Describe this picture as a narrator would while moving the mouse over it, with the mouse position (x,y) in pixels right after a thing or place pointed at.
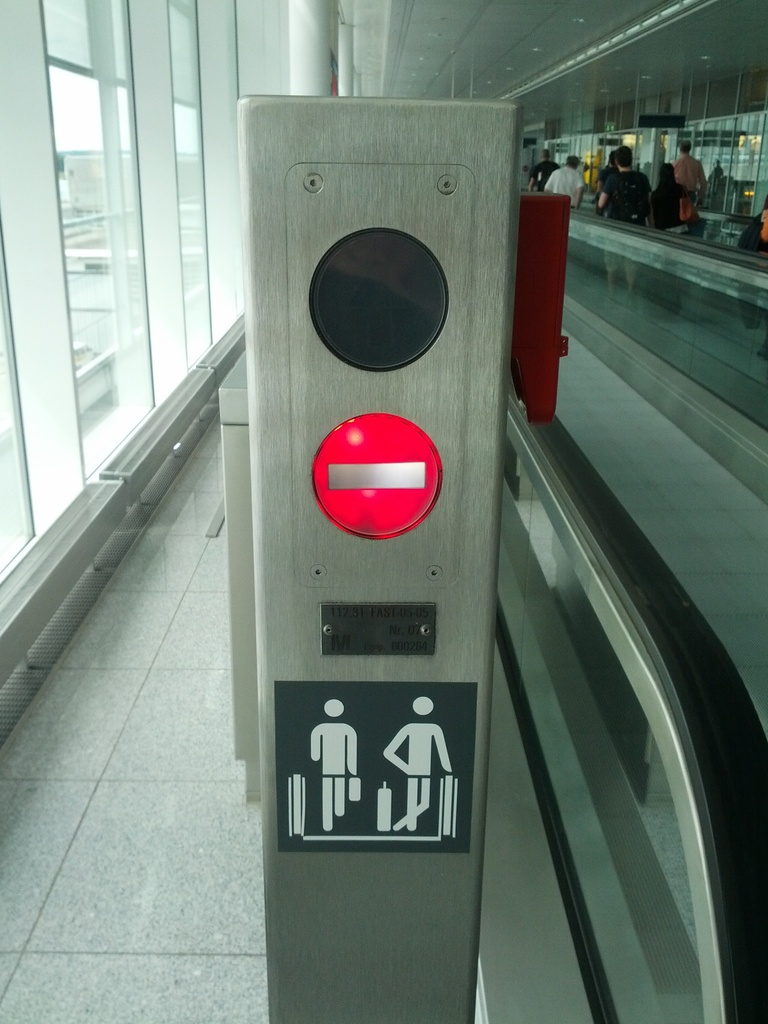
In this image, this looks like a machine (369,721) with the signboard (411,737). I think this is an escalator (656,650). I can see few people (553,167) standing. These are the glass doors (182,101). I think this picture was taken inside the building (505,59).
